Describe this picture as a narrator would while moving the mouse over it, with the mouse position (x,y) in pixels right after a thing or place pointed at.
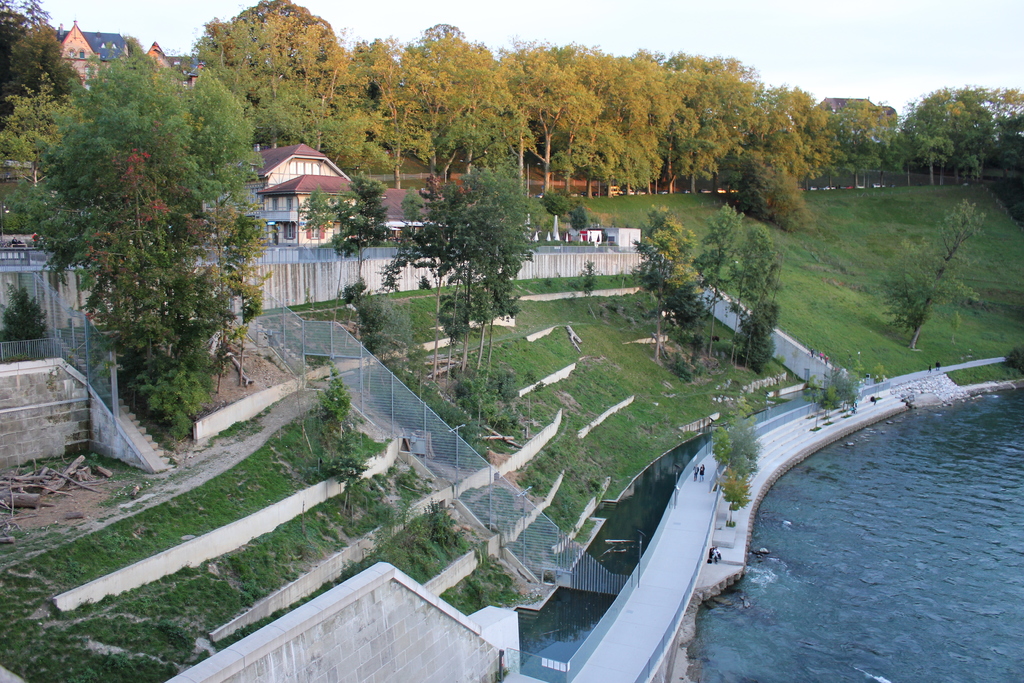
In this picture we can see beautiful view of the house (295,201). In the front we can see roof tile house (270,185) on the hill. Behind we can see many trees (478,110). In the bottom (474,466) down side we can see fencing iron railing (501,532) on the hill (363,495) and a water pond (795,531).
